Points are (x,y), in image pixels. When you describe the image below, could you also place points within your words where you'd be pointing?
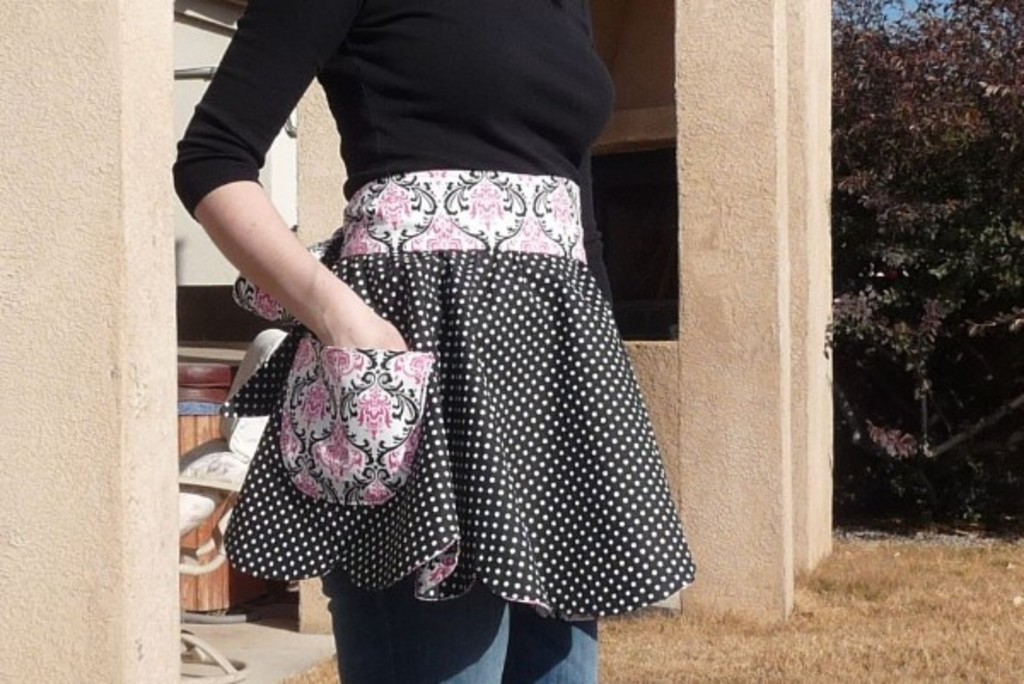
In this picture I can see a woman (408,320) in the middle (415,295), in the background (165,321) there are pillars (8,430), On the right side (937,269) there are trees (932,304).
